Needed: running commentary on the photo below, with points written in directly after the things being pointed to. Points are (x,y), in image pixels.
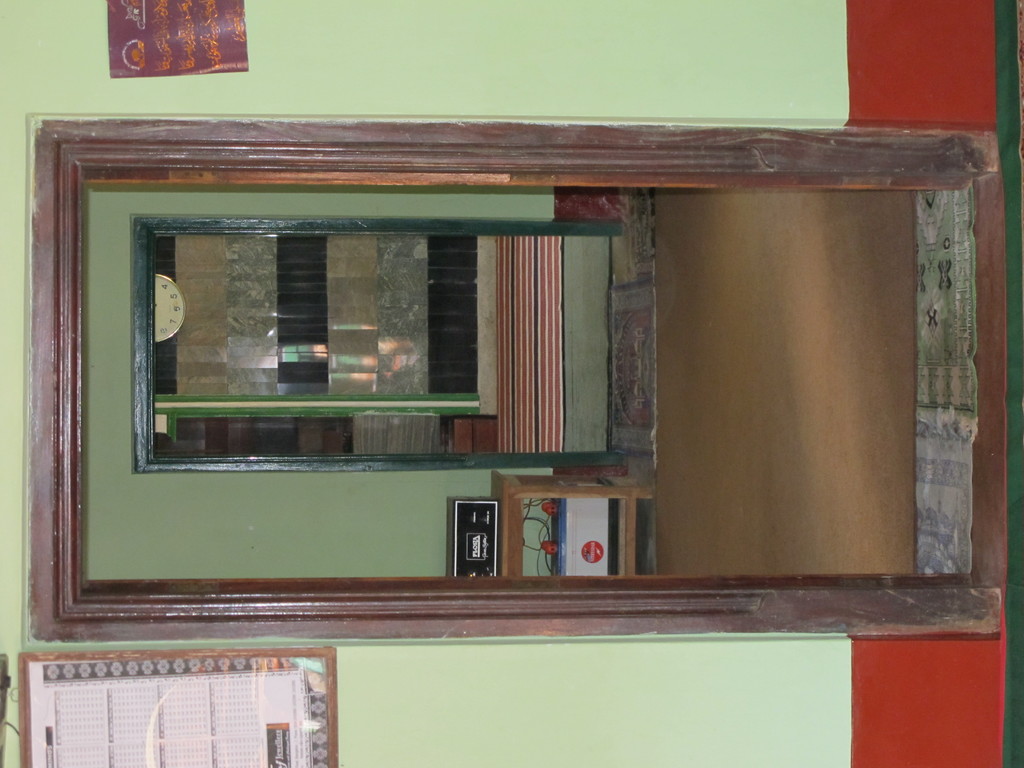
In this image I can see the calendar (260,717) and the paper (231,44) to the wall (211,110). In the background (479,569) I can see the black color object (461,511) on the table (511,516). I can see the wall (601,645) is in green and red color. I can also see the mat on the floor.
